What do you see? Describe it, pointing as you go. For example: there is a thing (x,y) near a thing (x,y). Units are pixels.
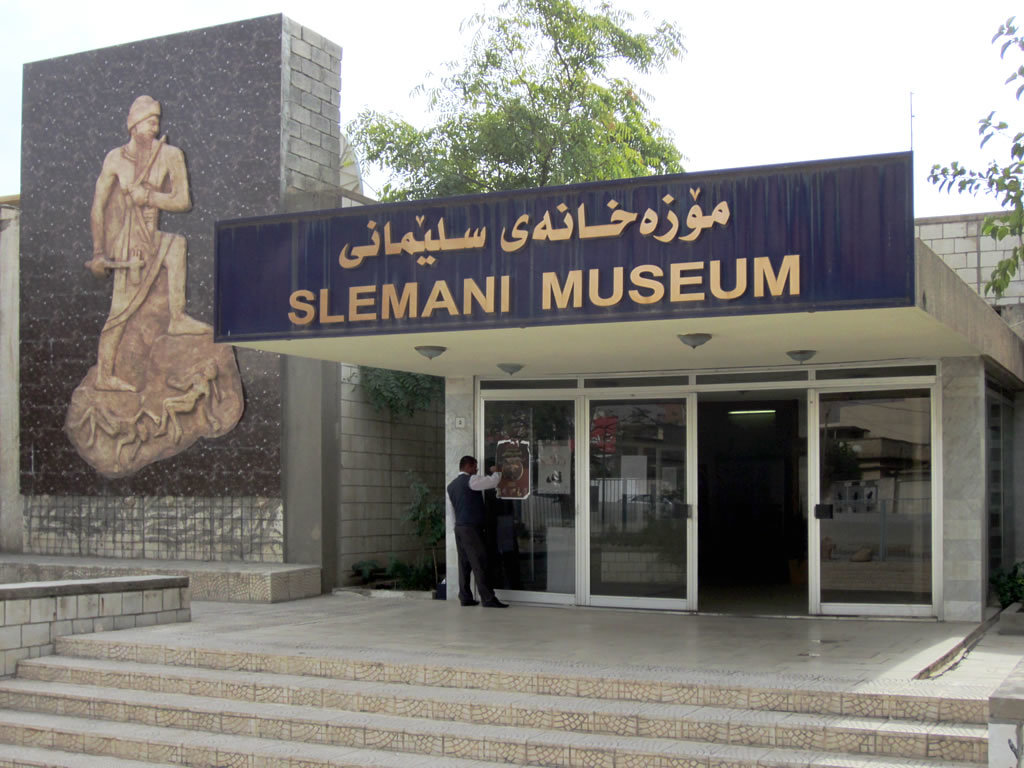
This is a front view image of slemani museum (519,236), in this image this is a person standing on the surface (540,635) in front of the glass (543,493), behind the building (519,195) there are trees (504,141).
